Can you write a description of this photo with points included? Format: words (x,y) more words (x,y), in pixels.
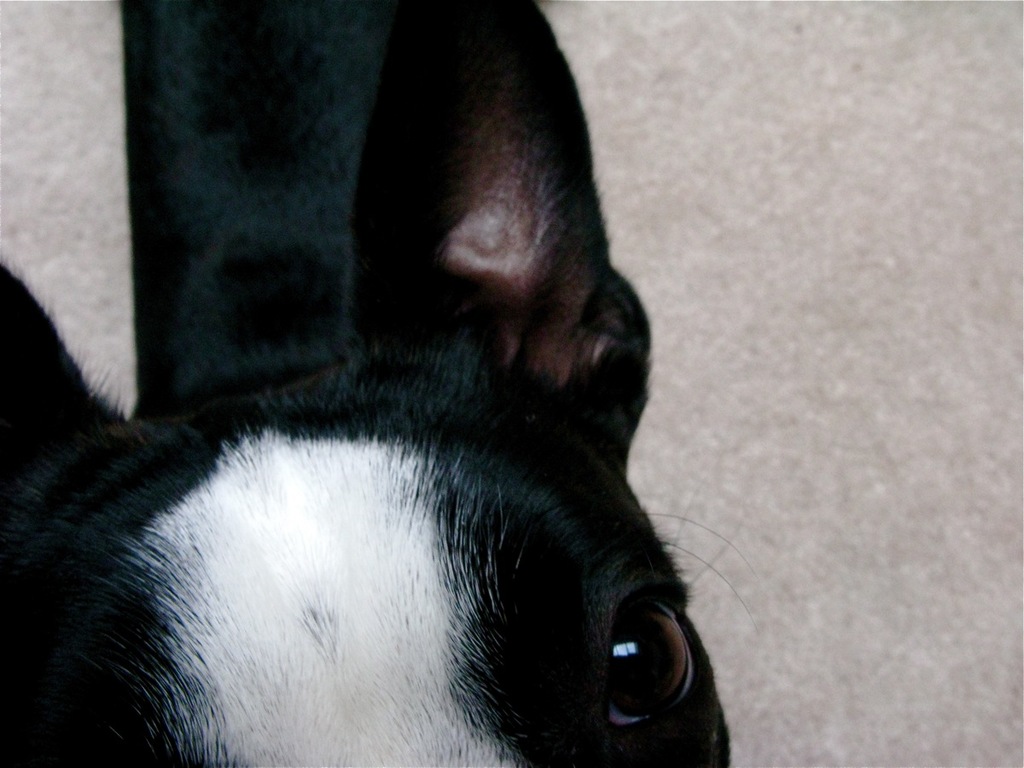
In the center of the image (553,357) we can see an animal (310,385) which is in black color. In the background (835,265) there is floor (793,445).
